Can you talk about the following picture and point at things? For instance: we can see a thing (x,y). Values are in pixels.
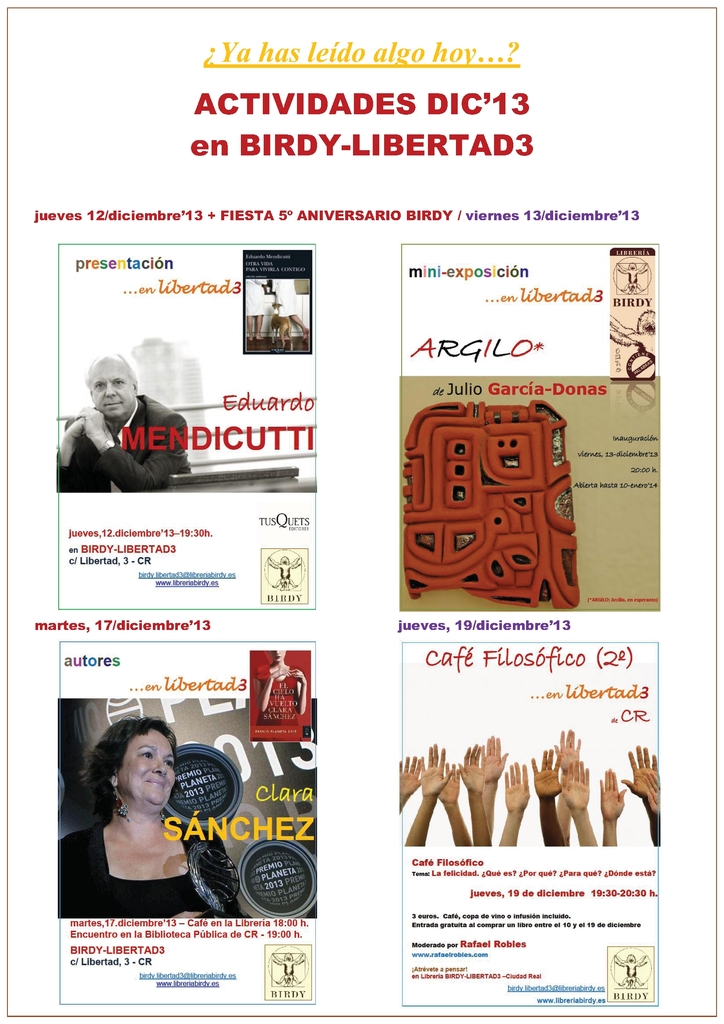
In this image we can see a poster (417,655). There are four images (418,694) on the poster (398,682). There is some text (353,221) on the poster (411,373).
